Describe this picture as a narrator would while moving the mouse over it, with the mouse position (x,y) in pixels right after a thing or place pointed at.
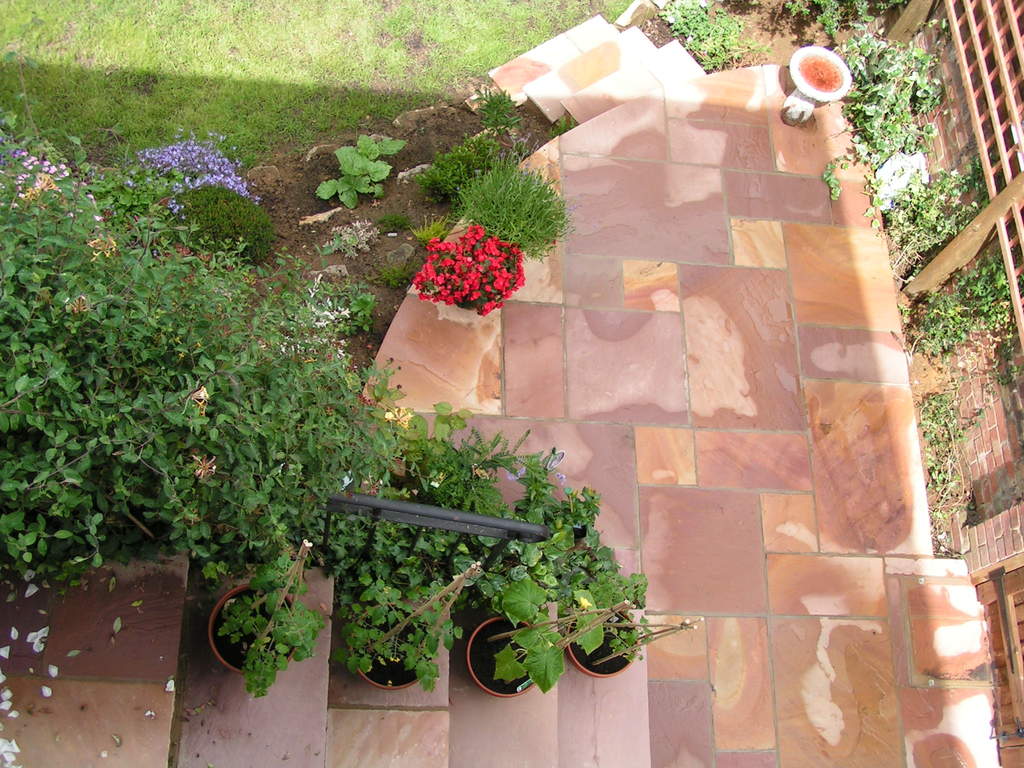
In this image we can see plants (258,520), staircase (29,683). In the background of the image (280,26) there is grass (405,30). There is floor (697,411). To the right side of the image (972,194) there is wall (938,33).
